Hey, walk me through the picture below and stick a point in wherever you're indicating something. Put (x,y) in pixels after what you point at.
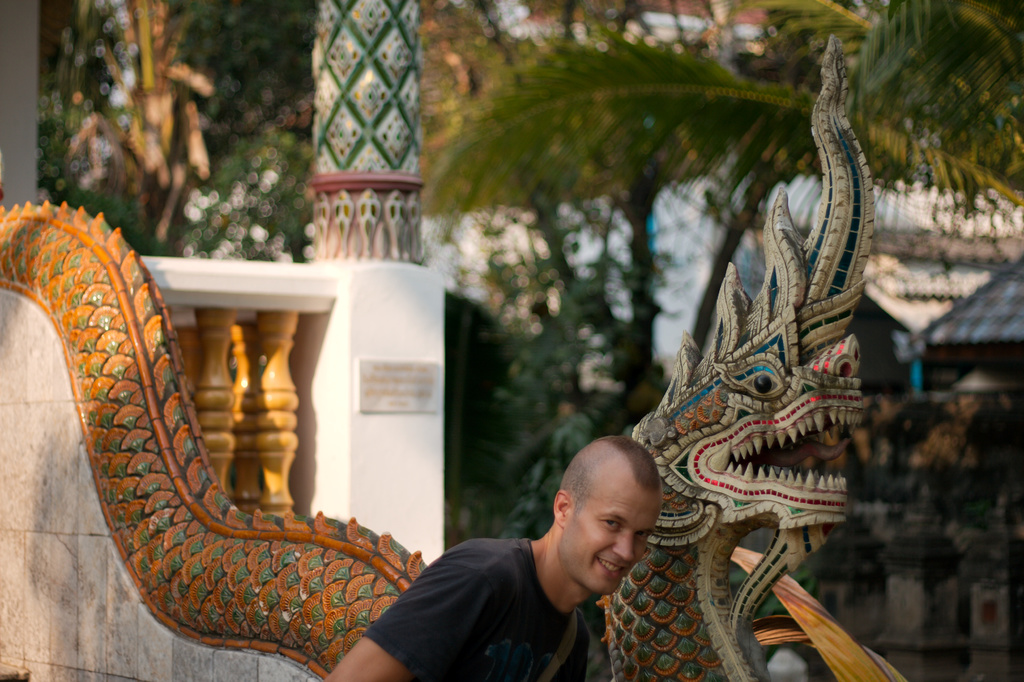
This picture is clicked outside. In the foreground (541,575) there is a person (562,599) smiling and we can see the sculpture of an animal (725,623). In the background (544,58) we can see the trees (608,88), deck rail (411,333) and some houses (964,287).
